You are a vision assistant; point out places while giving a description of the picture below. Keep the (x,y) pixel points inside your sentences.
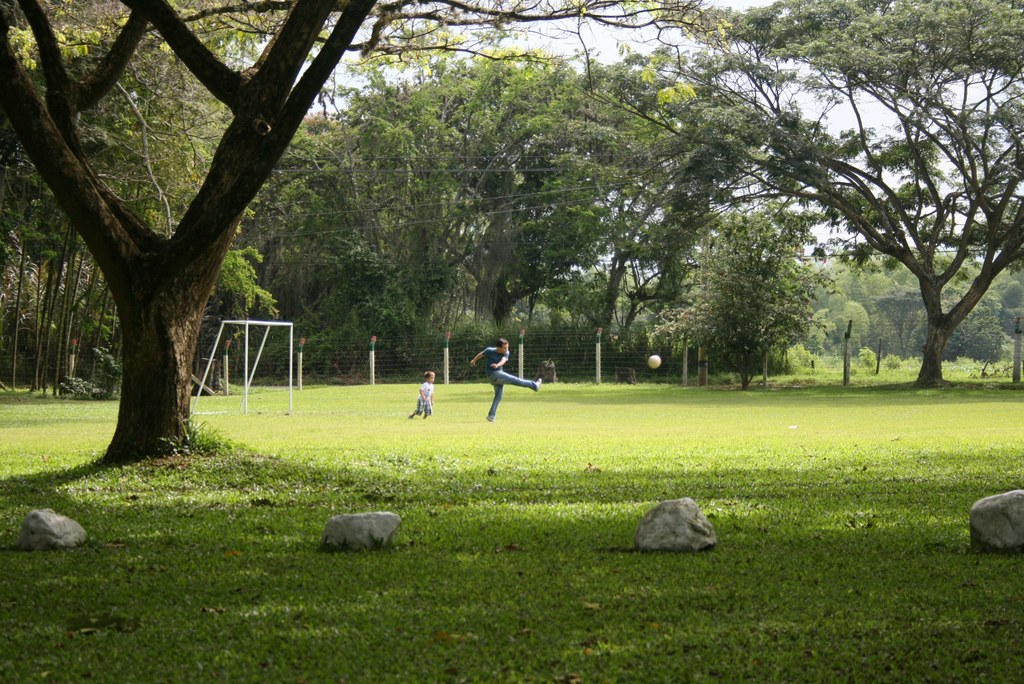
In this picture we can see a few stones (644,542) on the grass (620,534). There is a kid (425,412) and a person (500,365) visible on the grass (412,447). We can see a tree (83,233) on the left side (133,260). There are some poles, a fence (297,355) and trees (459,154) visible in the background (304,257).
